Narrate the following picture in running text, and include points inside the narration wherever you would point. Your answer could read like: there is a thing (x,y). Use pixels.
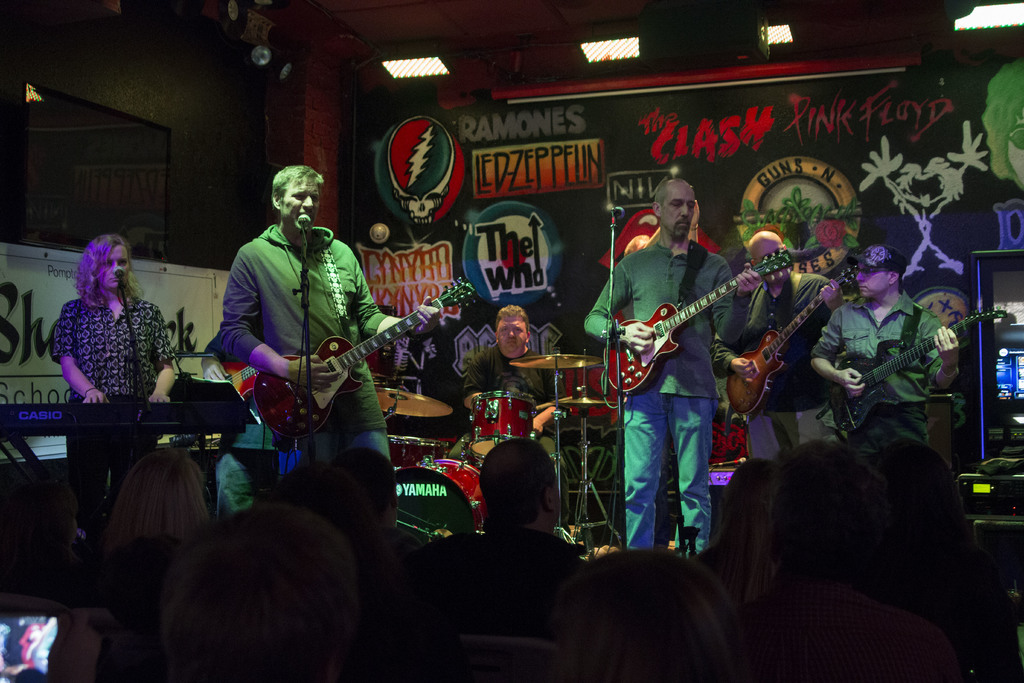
In this picture we can see some persons (343,324) standing in front of mike (304,251) and playing guitar (870,379). On the background (598,374) we can see some musical instruments (575,358). And these are the lights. And this is the wall (576,166).
